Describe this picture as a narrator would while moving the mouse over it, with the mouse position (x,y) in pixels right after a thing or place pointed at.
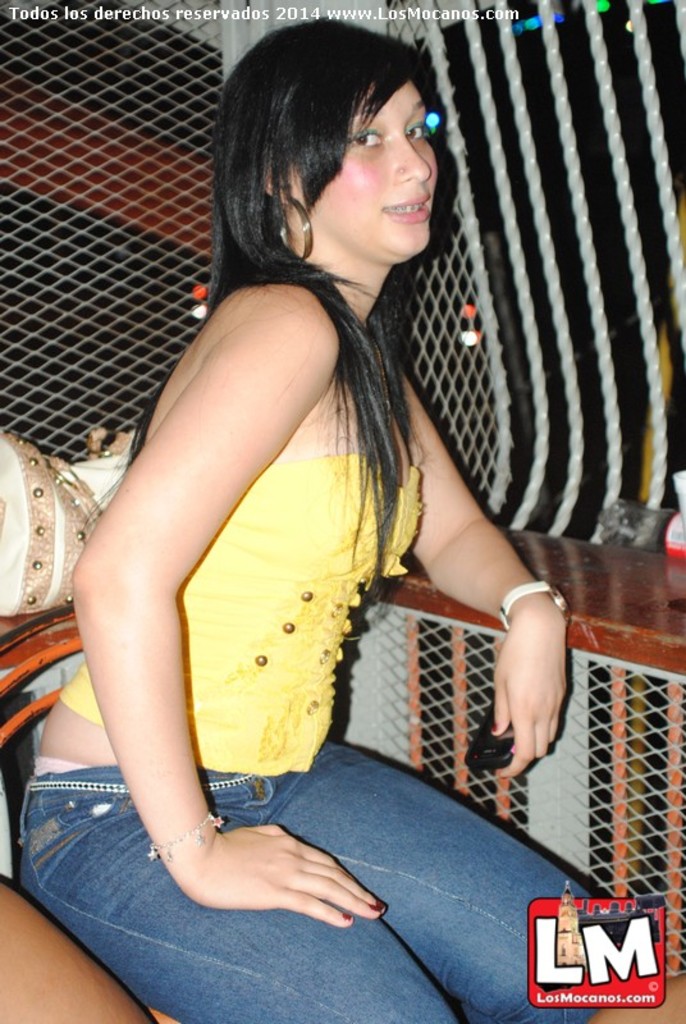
In this picture there is a woman (240,554) with yellow top (180,602) is sitting on the chair (50,699). At the back (121,173) there is a fence (22,173) and there is an object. At the top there are lights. At the bottom (552,898) there is a watermark (546,974).
